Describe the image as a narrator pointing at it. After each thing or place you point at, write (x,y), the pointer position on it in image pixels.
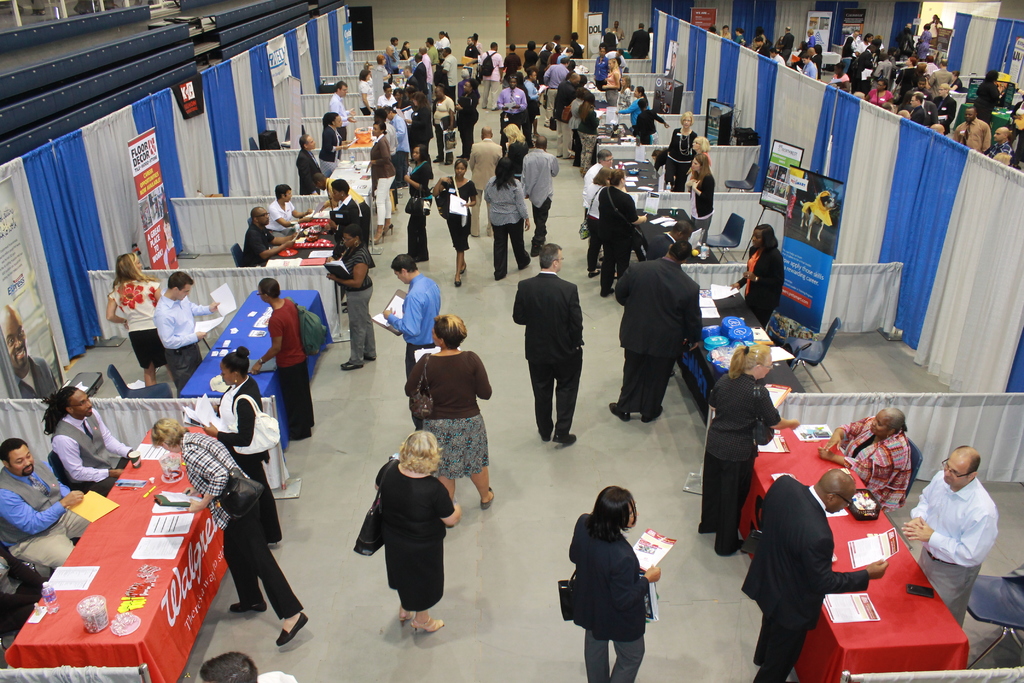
In this image there are group of persons (543,274) standing and sitting. On the right side (703,66) there are curtains (749,94) which are white and blue in colour and there are persons (900,53). In the center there are curtains (758,120) which are white and blue in colour and there are banners (767,186) with some text (770,203) written on it and tables (681,211). On the left side (140,170) there are tables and there are banners (139,192) with some text (148,183) written on it and there are curtains (127,187) which are blue and white in colour.
